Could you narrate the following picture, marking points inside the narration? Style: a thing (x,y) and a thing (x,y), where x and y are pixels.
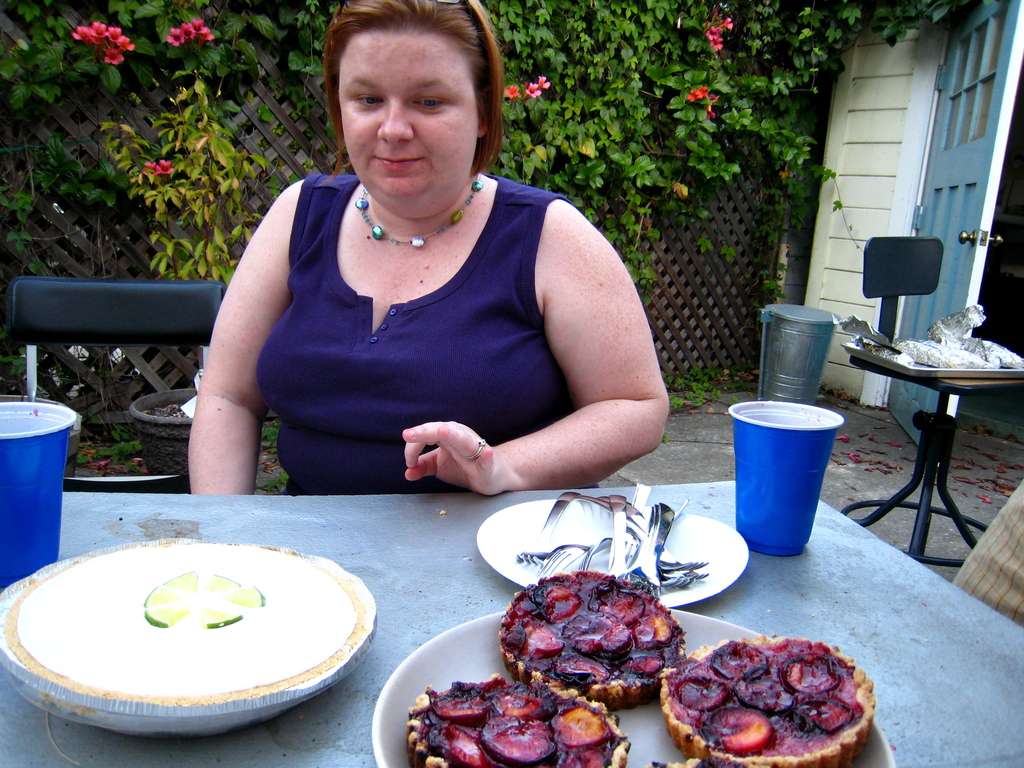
In this picture we can see a woman (313,410) is sitting. In front of the woman (352,454) there is a table (366,513) and on the table (412,552) there are plates (716,523), forks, cups (761,489) and some food items (486,725). On the right side of the woman (500,322) there is a dustbin (772,350) and another table (938,415) and on the table (945,403) there is a tray (927,368) with some objects (926,349). On the left side of the woman (352,314) there is a chair (179,318). Behind the woman (386,305) there is a plant (208,210) in the pot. Behind the plant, it looks like the fence (274,147) and plants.
